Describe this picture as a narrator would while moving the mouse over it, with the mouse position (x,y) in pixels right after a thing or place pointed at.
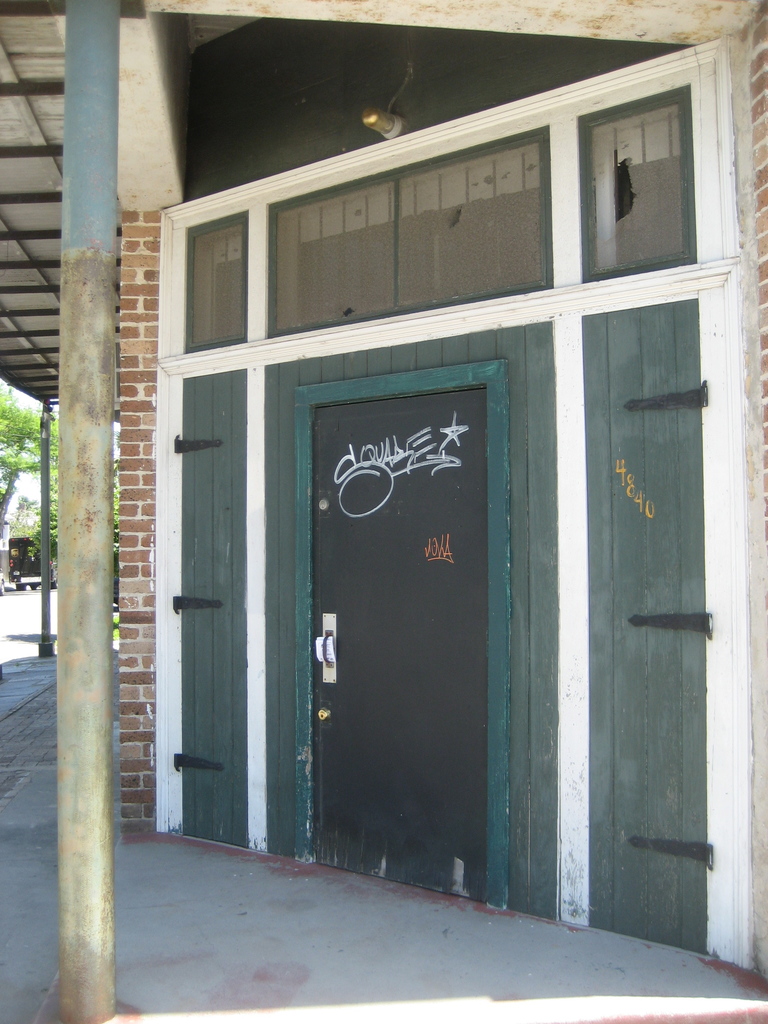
In this image we can see a pole (104,630) and a door (443,603) which is in black color and some text (389,489) was written on the door (407,587).
